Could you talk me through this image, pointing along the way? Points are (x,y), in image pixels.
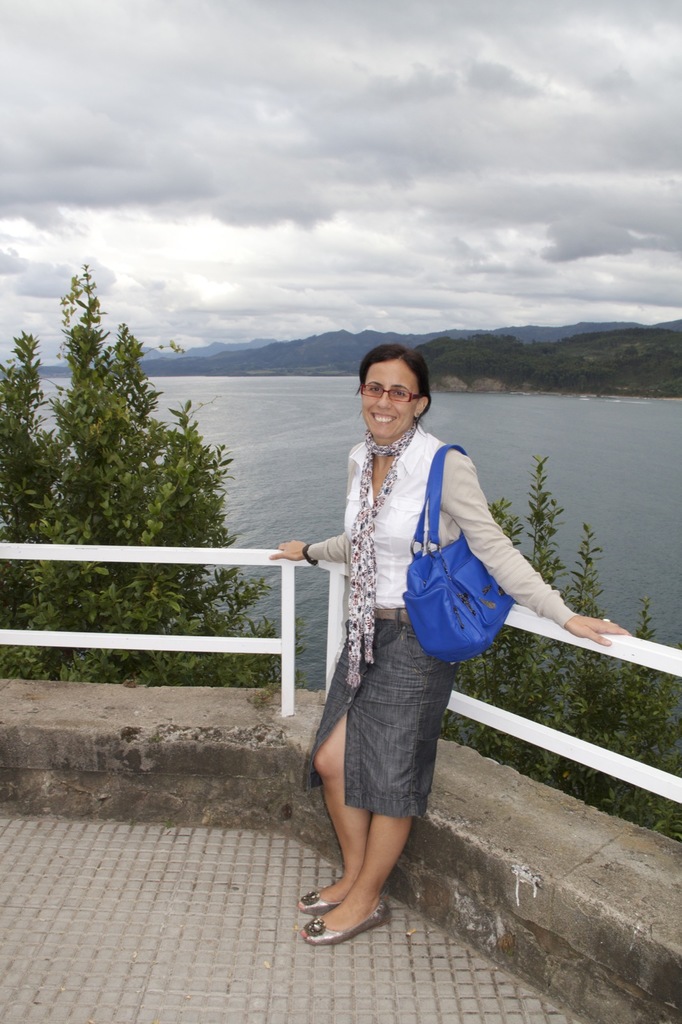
In this image I can see a person (365,461), smiling and holding the bag (422,589). At the back (257,424) there is a tree (115,466), water (260,428), mountain (538,381) and the sky (428,183).
